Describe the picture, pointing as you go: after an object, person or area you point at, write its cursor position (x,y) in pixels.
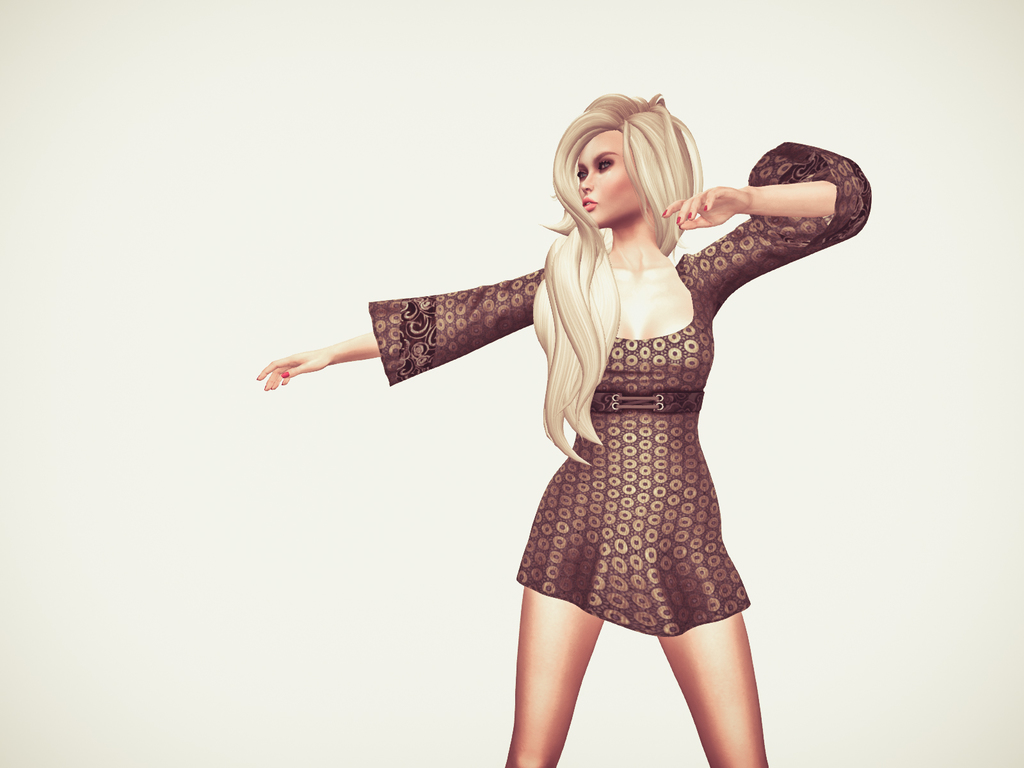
In this picture I can see there is a woman (663,536) standing and she is wearing a dress (552,593) and looking at left side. There is a white backdrop (230,223).
